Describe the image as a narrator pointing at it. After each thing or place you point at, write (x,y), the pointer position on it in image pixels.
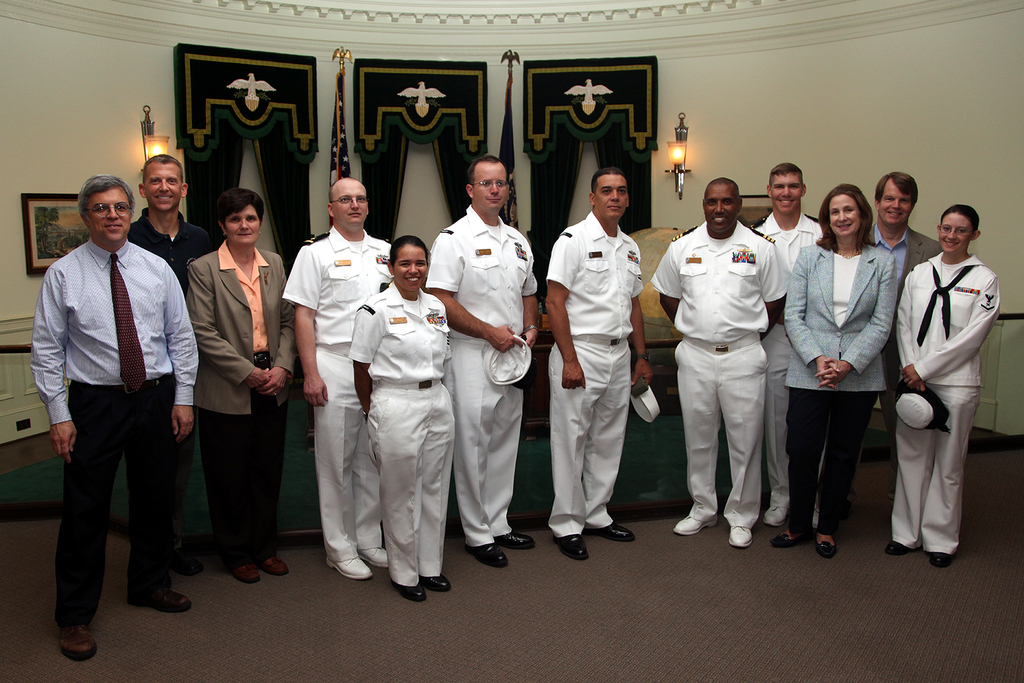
In the image, there is a navy army (312,284) and few other people (895,301) gathered for a photograph and behind them there is a wall (166,130) and to the wall (319,93) there are two lights (155,146) and a photo frame (61,210) are attached.
